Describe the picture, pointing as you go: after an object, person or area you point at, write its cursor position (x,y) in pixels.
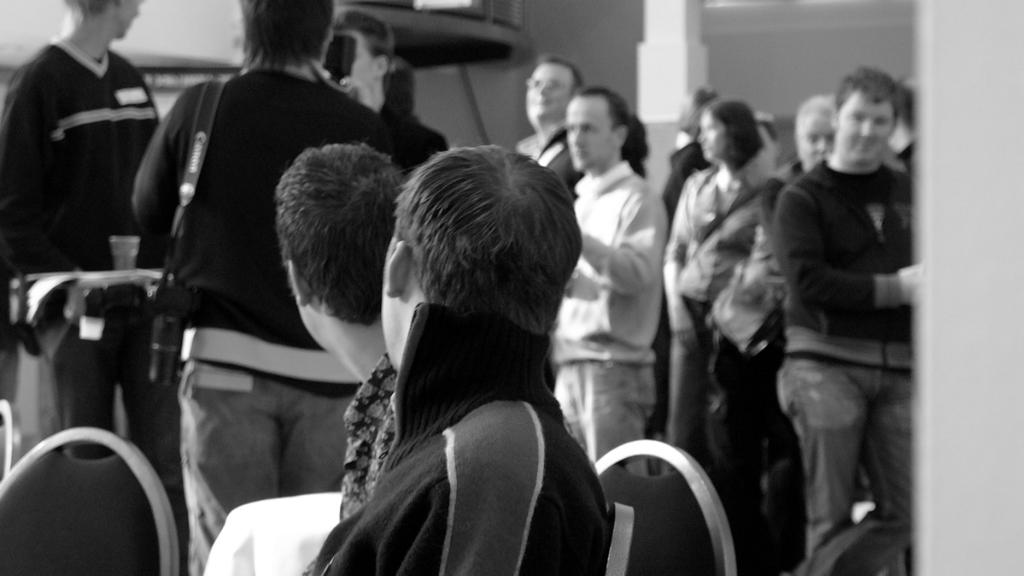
In this image I can see the group of people (527,192). I can see few people (510,312) are sitting on the chairs (696,571) and few people (681,249) are standing. There is a person (200,311) wearing the camera (179,323). And this is a black and white image.
